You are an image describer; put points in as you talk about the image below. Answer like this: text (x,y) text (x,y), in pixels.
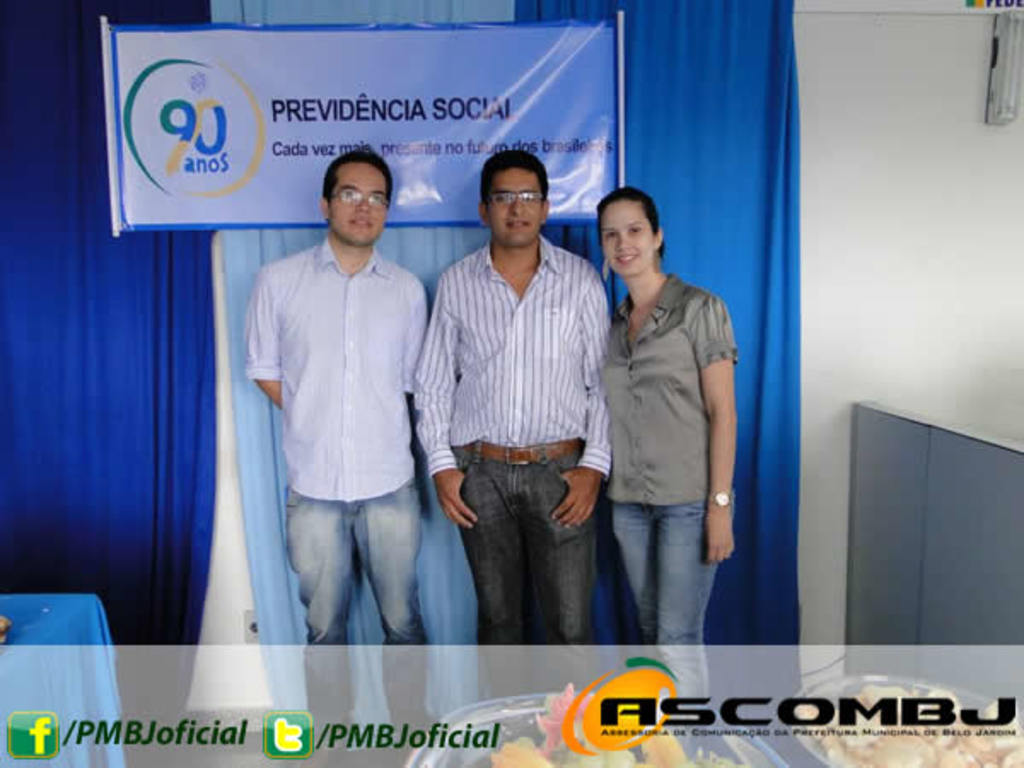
In the center of the image (487,373), we can see people (564,301) standing and smiling and in the background (196,91), there is a board (237,110) and we can see some curtains (701,93) and there is a wall (929,177) and we can see a cloth (75,620) and a table (81,620). At the bottom (750,719), we can see some logos (591,724).
